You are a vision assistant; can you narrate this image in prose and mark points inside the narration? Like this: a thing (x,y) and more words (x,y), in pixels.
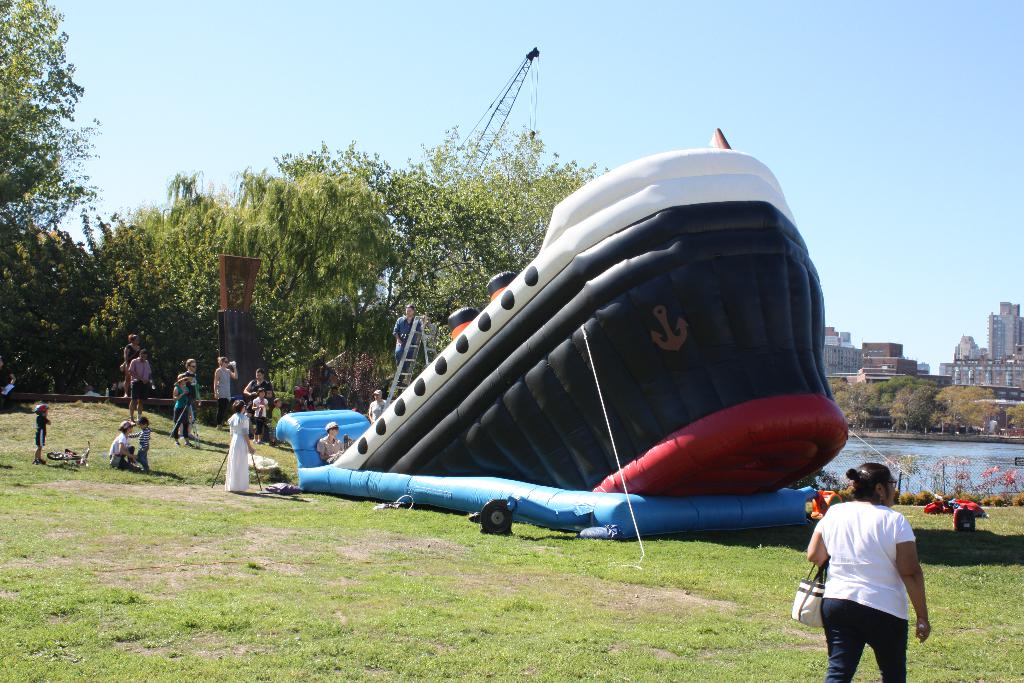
In this image there is an inflatable (482,419) in the middle (661,339), which is in the shape of a ship. In the background (514,267) there are trees (334,225). At the bottom (224,578) there is a ground (207,477) on which there are few people (187,429) standing beside the inflatable (476,449). On the right side (930,451) there is water (915,443). In the middle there are buildings (972,339). At the top (970,78) there is the sky (966,83). It seems like there is a crane (503,100) behind the trees (465,235).
